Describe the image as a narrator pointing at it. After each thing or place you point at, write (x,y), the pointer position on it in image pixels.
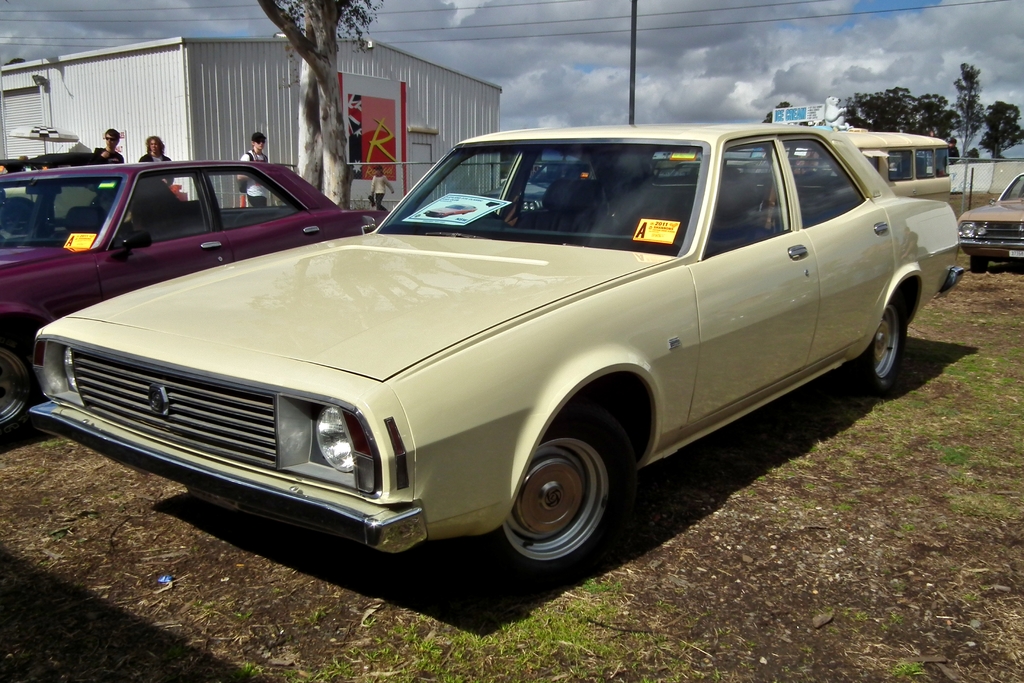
In this image we can see vehicles (502,225). Behind the vehicles (400,225) we can see the person's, tree (324,116), pole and a shed (445,116). On the shed (288,129) we can see a banner (382,145) with images (349,178). In the top right (1003,142), we can see a wall (953,171) and trees (910,123). At the top (598,35) we can see the sky (563,38) and wires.
